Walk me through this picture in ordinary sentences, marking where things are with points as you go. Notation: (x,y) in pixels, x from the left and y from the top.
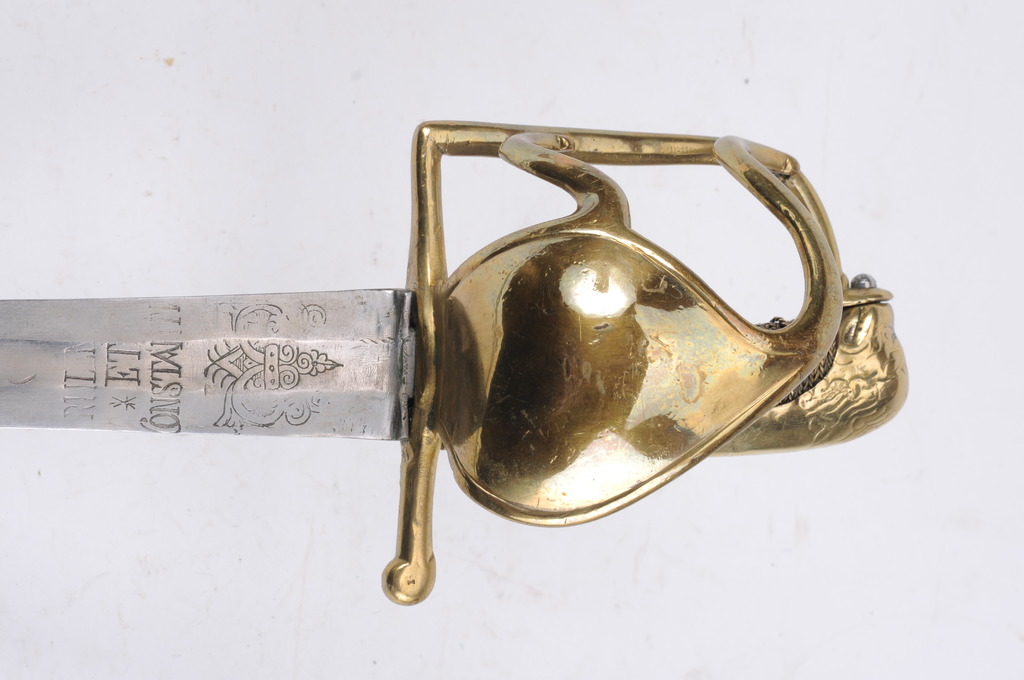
It is a sword (330,384), on the right side (716,382) it is in gold color.
